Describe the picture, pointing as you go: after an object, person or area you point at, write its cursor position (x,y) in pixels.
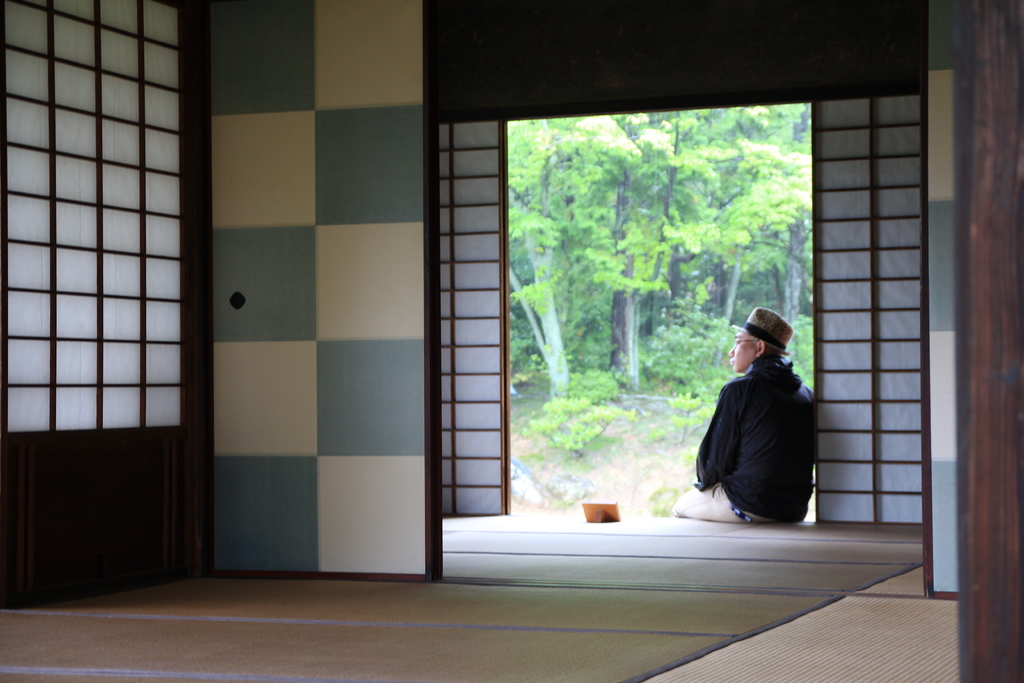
This is an inside view. On the right side (990,305) there is a pillar (1004,466). On the left side (79,285) there is a door (150,388). In the middle of the image (384,412) I can see the wall (377,461) and there is a person (720,455) sitting on the floor (654,526). In the outside there are many trees (609,261) and plants (587,422).
